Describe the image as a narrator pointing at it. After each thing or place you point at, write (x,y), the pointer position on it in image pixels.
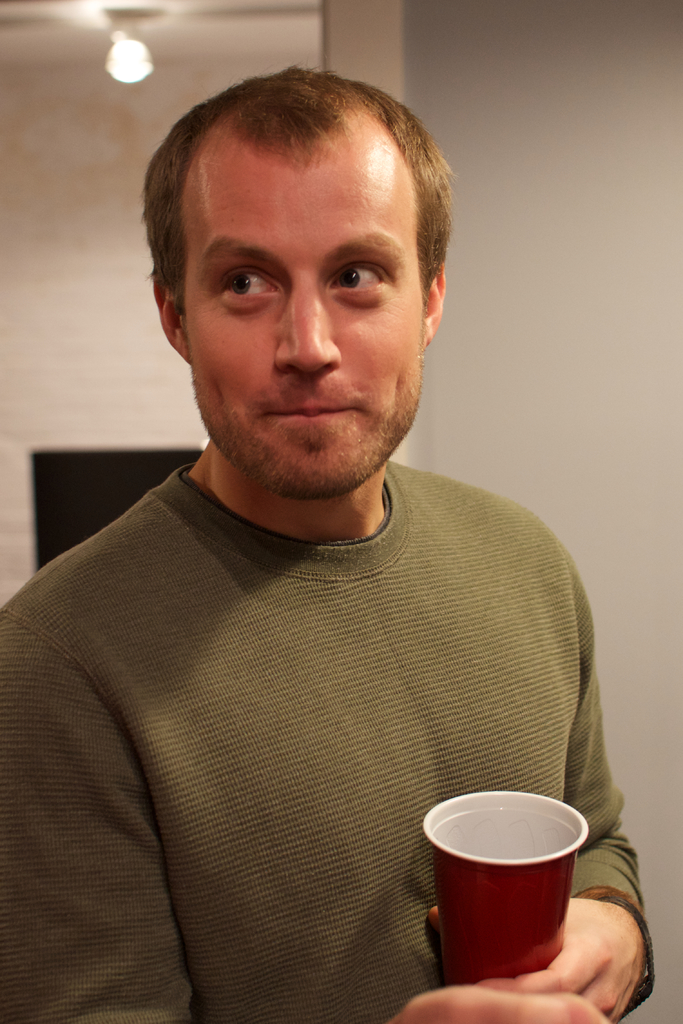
In this image there is a person (315,491) holding a glass (525,840) in his hand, behind the person (311,307) on the ceiling (184,34) there is a lamp (125,75).
